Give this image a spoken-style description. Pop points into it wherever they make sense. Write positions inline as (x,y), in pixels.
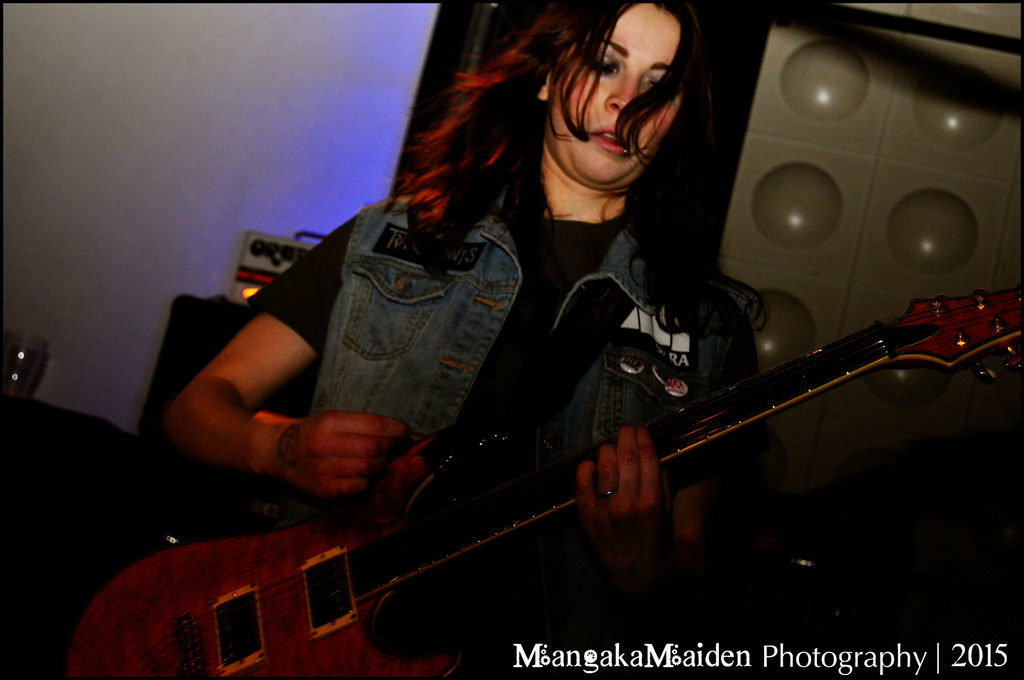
In the image there is a woman (453,620) playing guitar (734,399).
